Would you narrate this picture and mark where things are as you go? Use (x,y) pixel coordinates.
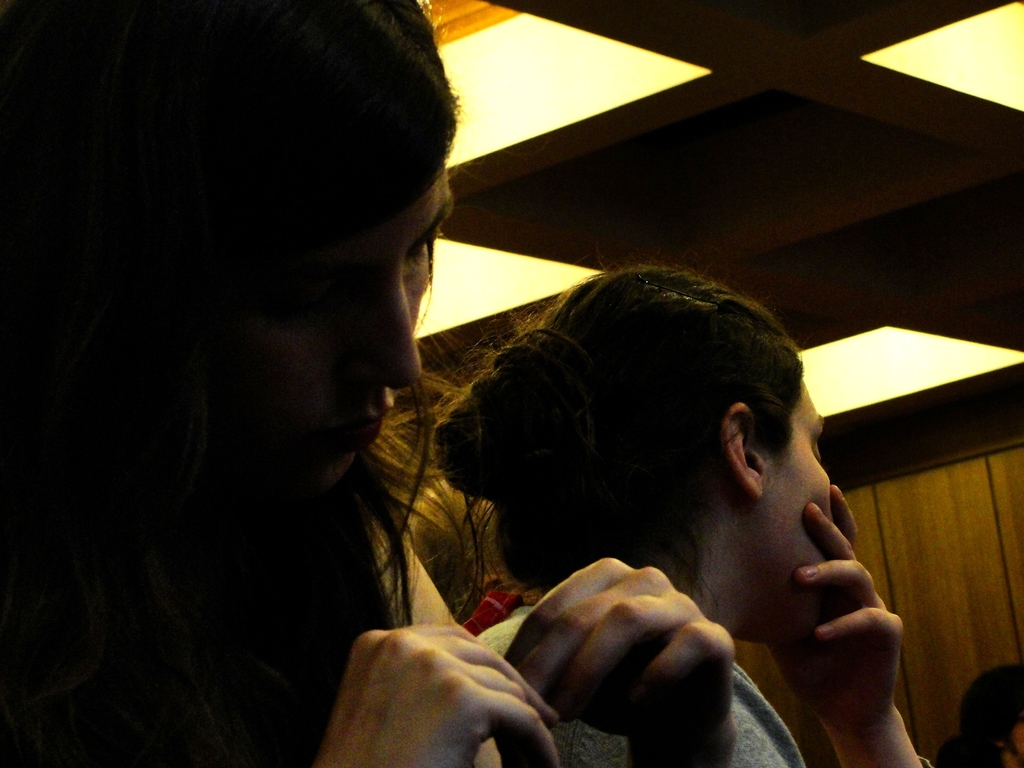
In this picture I can see couple of them standing and I can see lights (469,281) on the ceiling (702,204).
